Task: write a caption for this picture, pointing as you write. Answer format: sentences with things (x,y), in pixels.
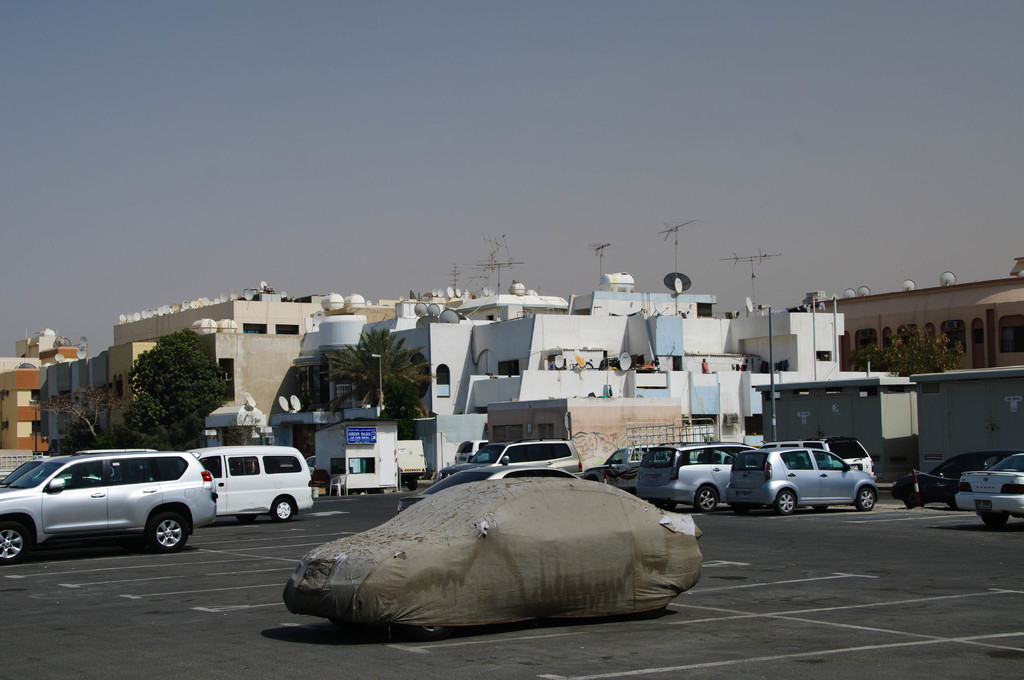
In this picture I can see there are few cars (685,526) parked and there are few buildings (676,377) in the backdrop (515,387), there are trees (192,392), antennas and the sky (568,251) is clear.
